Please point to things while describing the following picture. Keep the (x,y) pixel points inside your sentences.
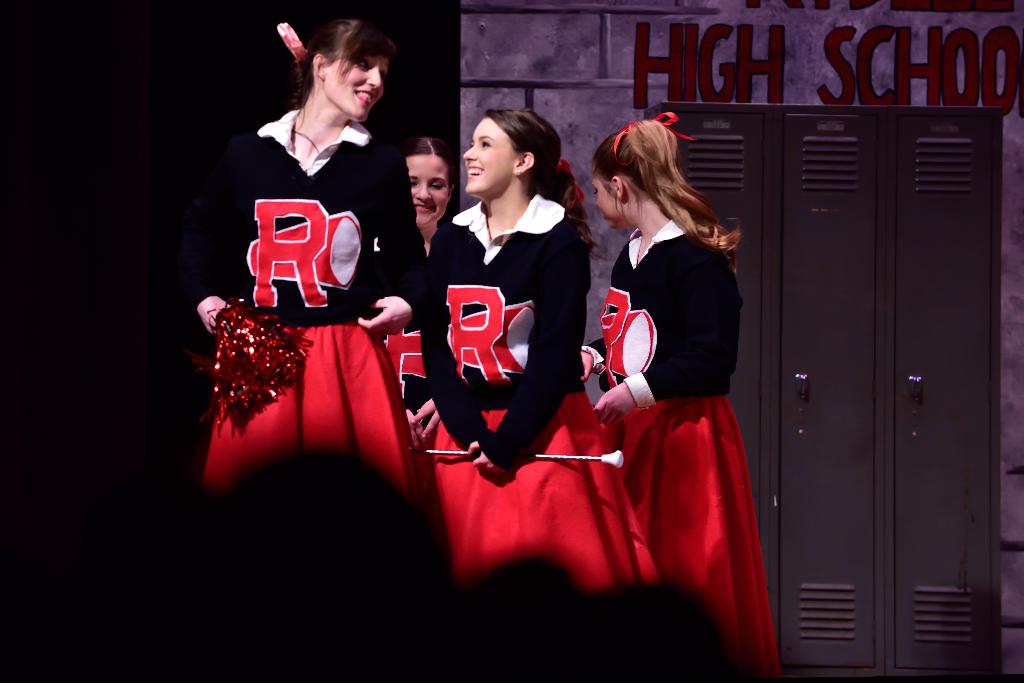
In this image there are four women (417,297) standing, they are holding an object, there is an object (419,591) towards the bottom of the image (419,601), there is a wardrobe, there is a curtain (139,103) towards the left of the image (136,43), there is a wall (824,69), there is text (746,61) on the wall (844,58).
